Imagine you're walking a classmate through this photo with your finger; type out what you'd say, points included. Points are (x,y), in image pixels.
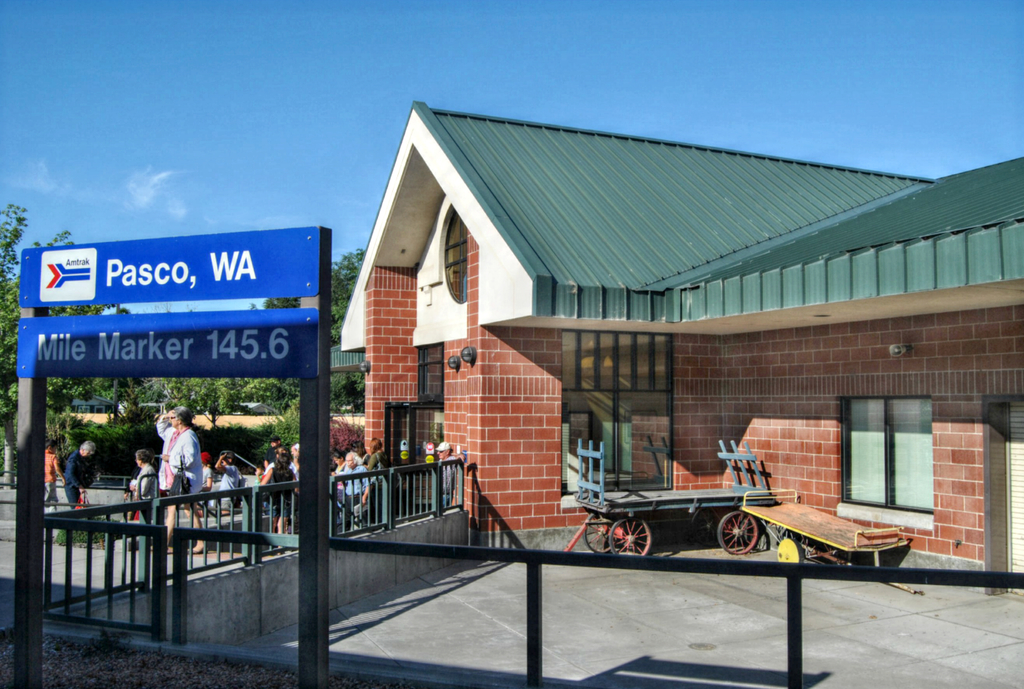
In this image there is the sky (375,86) truncated towards the top of the image (332,72), there are trees (16,296) truncated towards the left of the image (15,363), there is a house (671,333) truncated towards the right of the image (835,373), there are objects (732,516) on the ground (656,634), there is a fencing (158,544), there are group of persons (374,467), there are boards (247,328), there is text (173,356) on the boards (191,282), there is a fencing (185,595) towards the bottom of the image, there are windows (877,463).
